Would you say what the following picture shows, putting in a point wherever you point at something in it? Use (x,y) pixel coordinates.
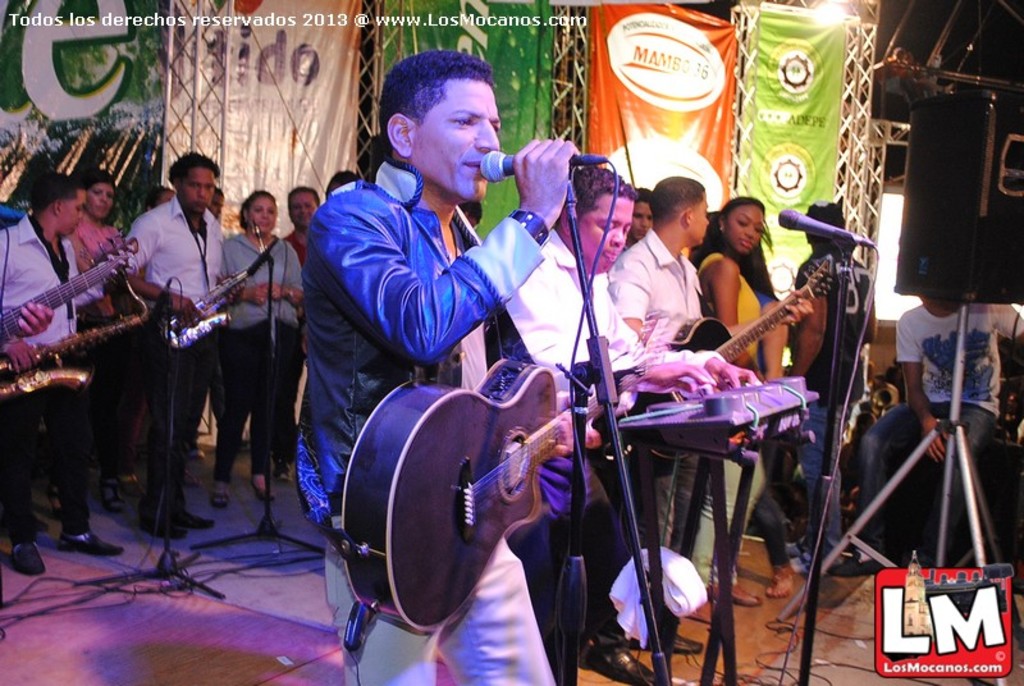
There are group of people (176,266) standing and playing different musical instruments (75,368). This man (361,275) is standing and singing the song using the mike (504,168). This is the speaker (973,252) with the stand (954,401). These are the banners (431,47) hanging at the background (549,25).
